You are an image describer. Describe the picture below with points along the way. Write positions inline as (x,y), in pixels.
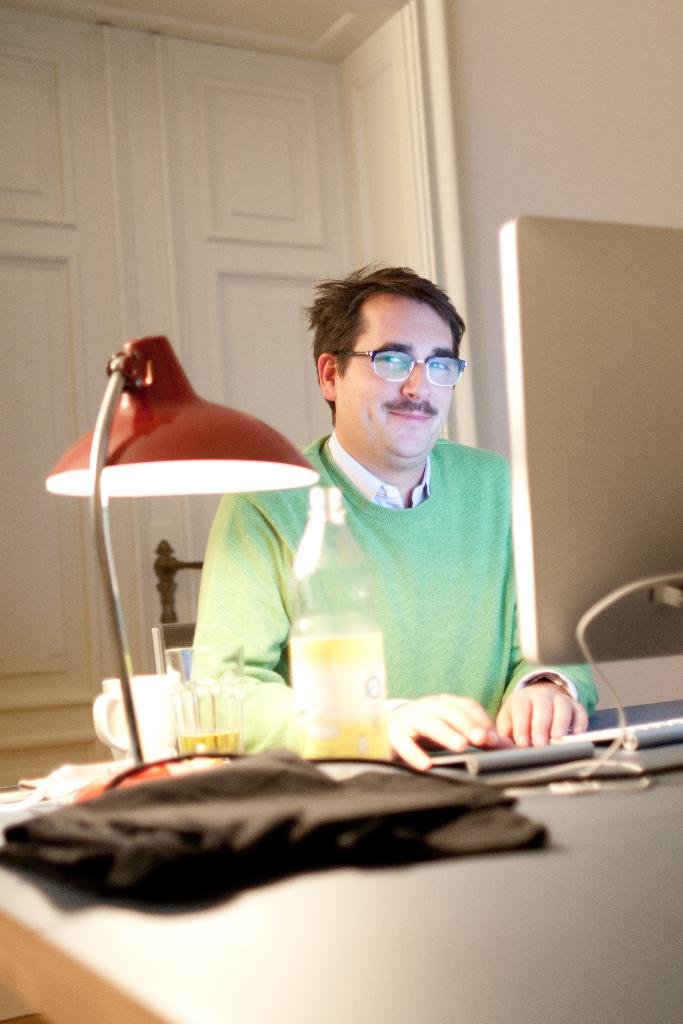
This is a picture of a man (393,571) in green sweater (405,563) sitting on a chair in front of the man (412,552) there is a table (422,921) on the table (405,927) there are cloth (208,807), lamp (118,445), glass (208,701), cup (158,733), keyboard (584,748) and monitor (566,510). Background of the man (252,626) is a wall (508,151).
